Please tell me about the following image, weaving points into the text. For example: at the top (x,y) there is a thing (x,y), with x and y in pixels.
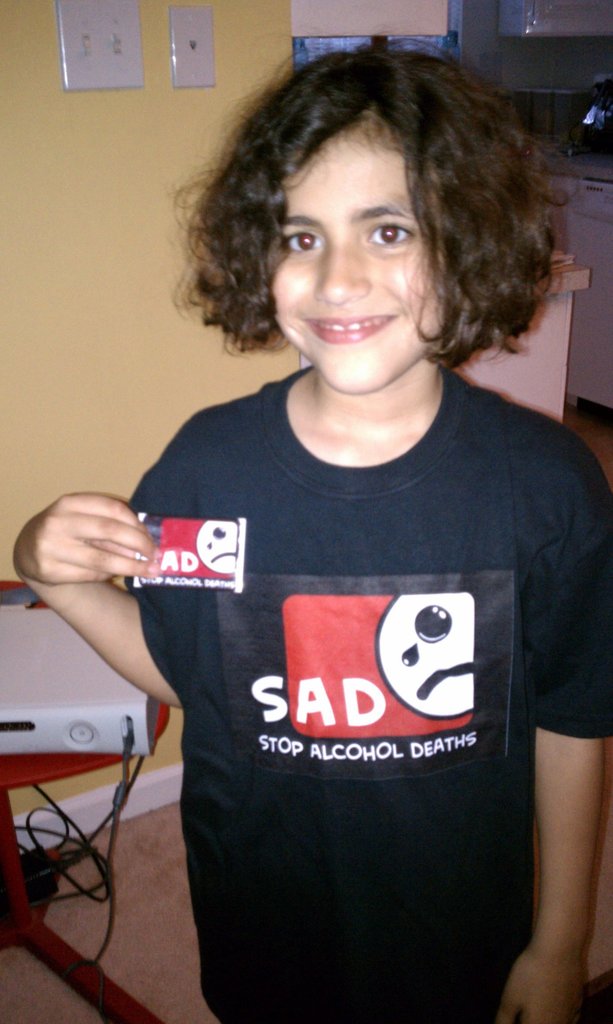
In this image there is a person (409,560) holding an object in his hand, beside him there is a table (83,765) with an object (21,749) and cables (124,748) on top of it. In the background (165,190) there is a wall (146,132) with socket (198,81) and there is a platform (605,166) of the kitchen (580,172).
